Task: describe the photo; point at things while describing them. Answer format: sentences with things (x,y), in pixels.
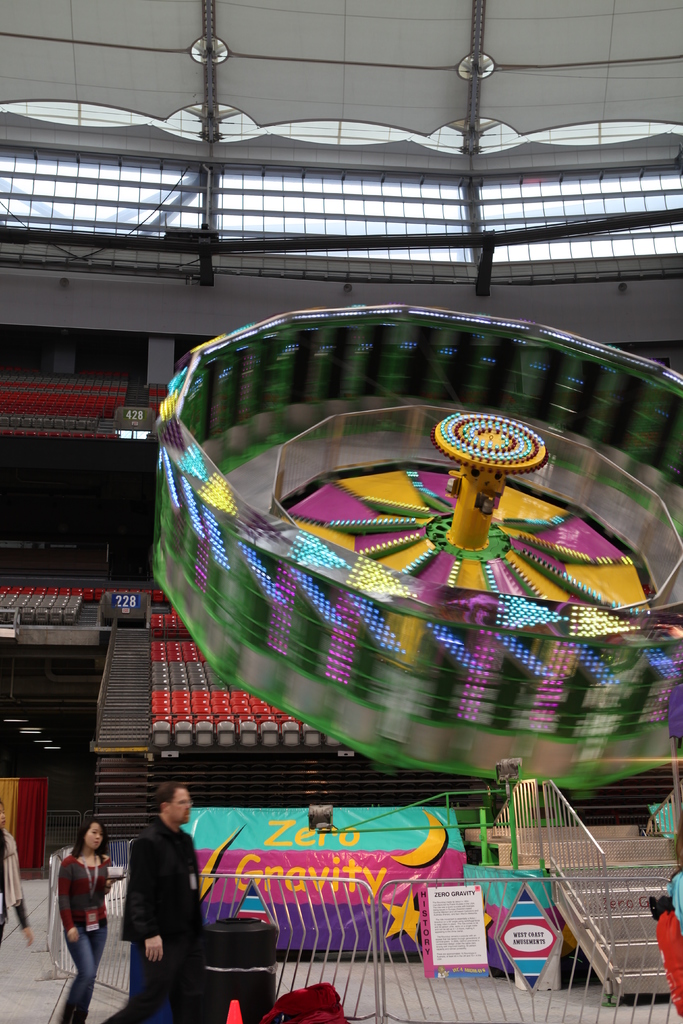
This image is taken indoors. At the top of the image (195,133) there is a roof (402,98) with lights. At the bottom of the image (437,1014) there is a floor (3,945), a railing (382,969), a staircase (645,969) and a board (412,840) with a text (517,936) on it and a man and woman (77,954) are walking on the floor (41,902). In the background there are many empty chairs (176,729). On the right side of the image (603,615) there is an amusement ride (218,649).
